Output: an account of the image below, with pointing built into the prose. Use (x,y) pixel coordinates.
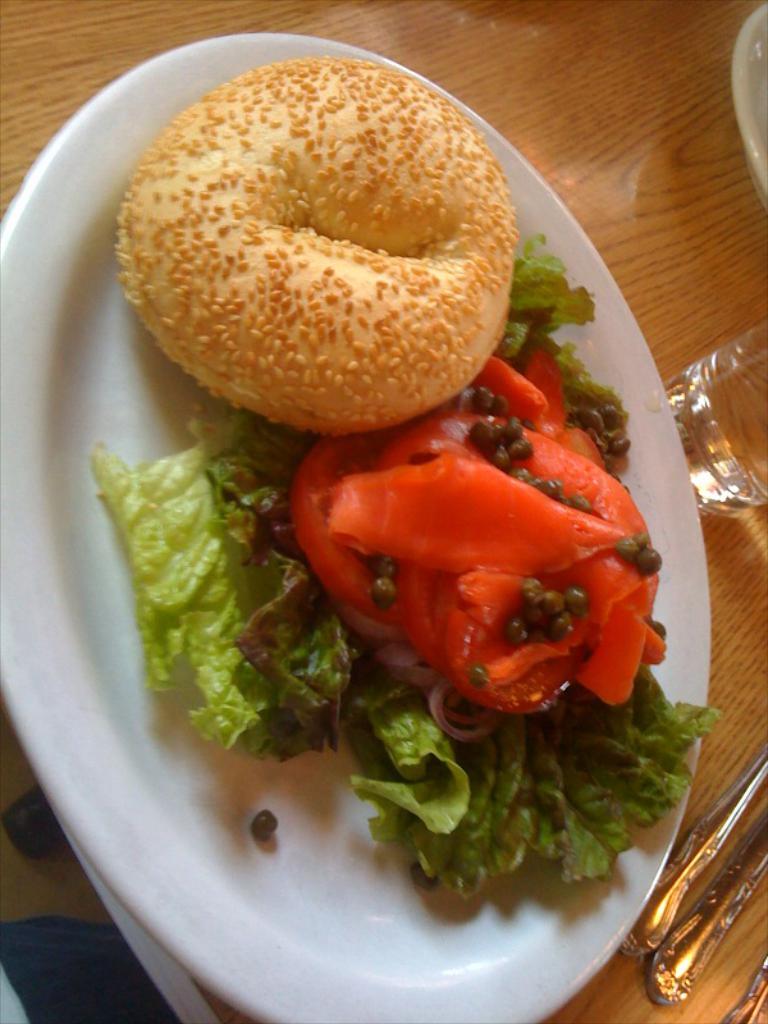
In this image, we can see a table (685,240), on that table (737,620) there is a white color plate (58,194), in that plate (93,198) there is some food (634,790), there is a glass (716,430) and there are some spoons (687,931) on the table (713,1014).
